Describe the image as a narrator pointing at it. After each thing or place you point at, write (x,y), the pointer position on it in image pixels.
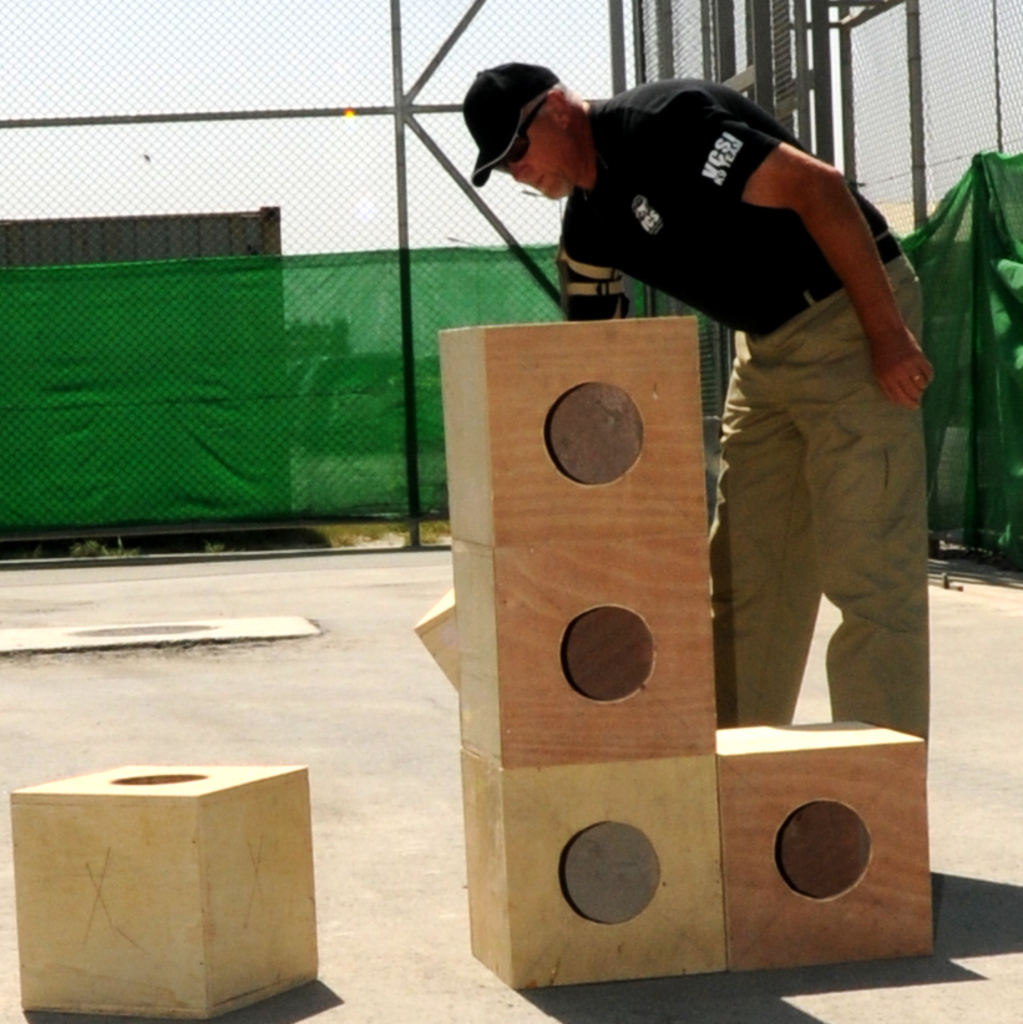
In this image I can see a person (748,428) standing, the person (884,580) is wearing black shirt (769,282), cream pant (803,399). In front (649,893) I can see few blocks (662,893) in cream and brown color, background (430,399) I can see the railing (187,326), a cloth (334,325) in green color and the sky (306,97) is in white color.
